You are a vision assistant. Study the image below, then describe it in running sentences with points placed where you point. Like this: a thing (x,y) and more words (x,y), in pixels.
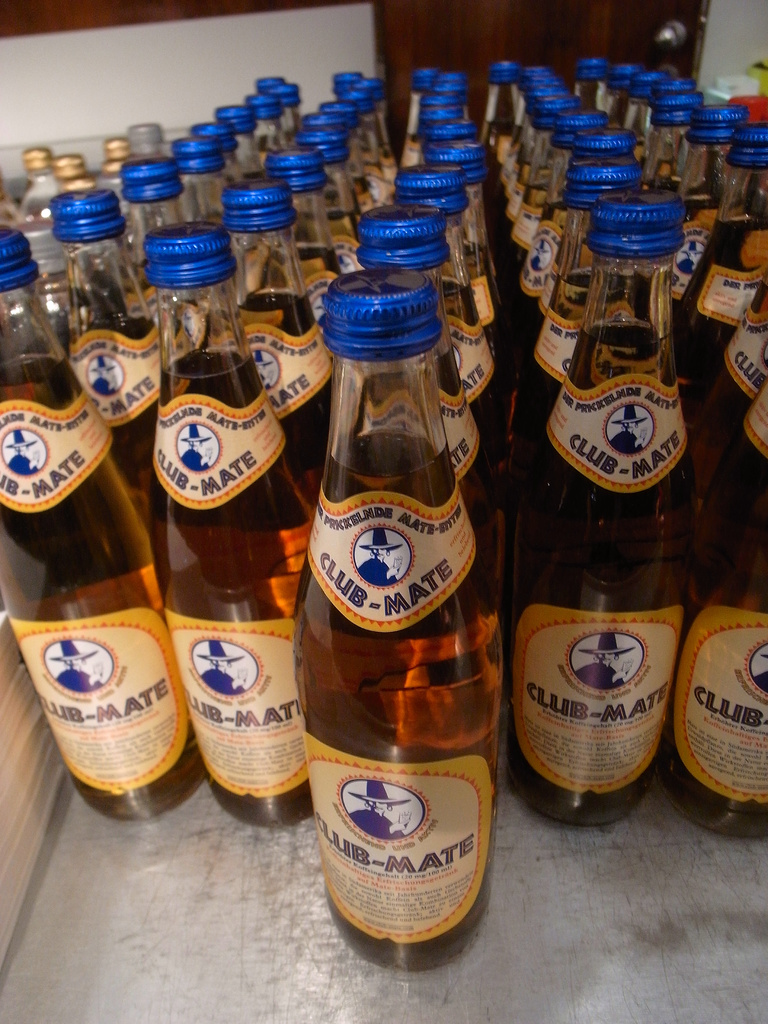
In this a picture we can see a number of bottles (357,294) with a blue cap (399,329), in this bottles (442,743) there was a liquid (423,699) and on the bottle (429,642) we can see a sticker (425,600), on that label (426,572) we can see a words club mate (429,582), on that sticker (399,805) we can also see a person (357,815) with a cap (376,782).
